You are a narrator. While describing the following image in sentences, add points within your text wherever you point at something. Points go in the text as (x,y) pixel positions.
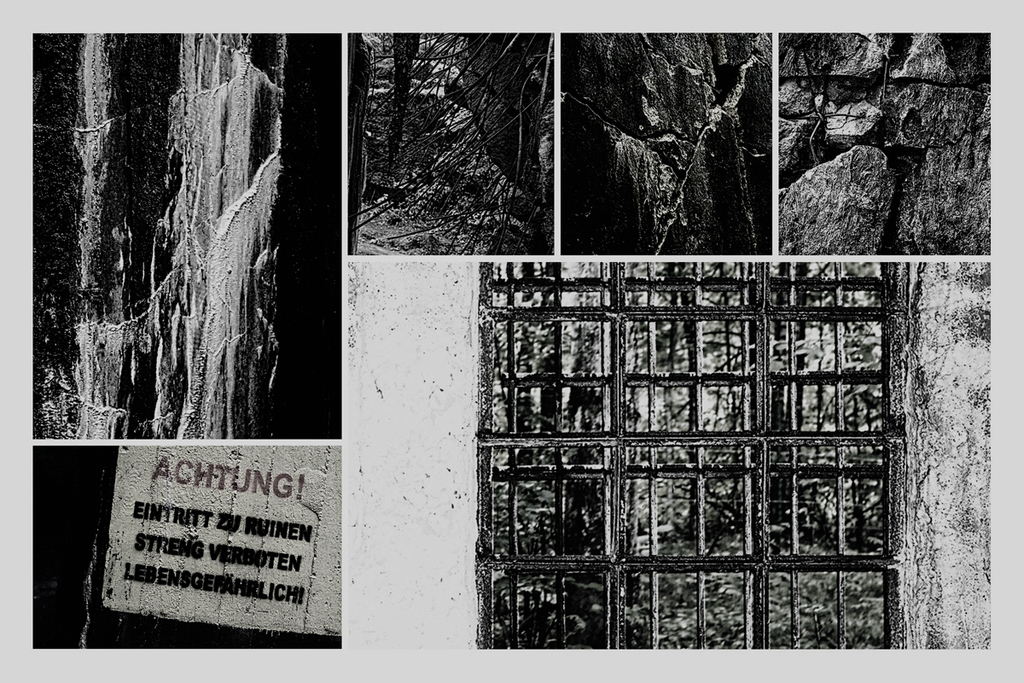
In this image I can see few stones (926,222), trees (464,134), board (283,514) and something is written on it. I can see few objects (656,412) in black and white color. The image is in black and white.
